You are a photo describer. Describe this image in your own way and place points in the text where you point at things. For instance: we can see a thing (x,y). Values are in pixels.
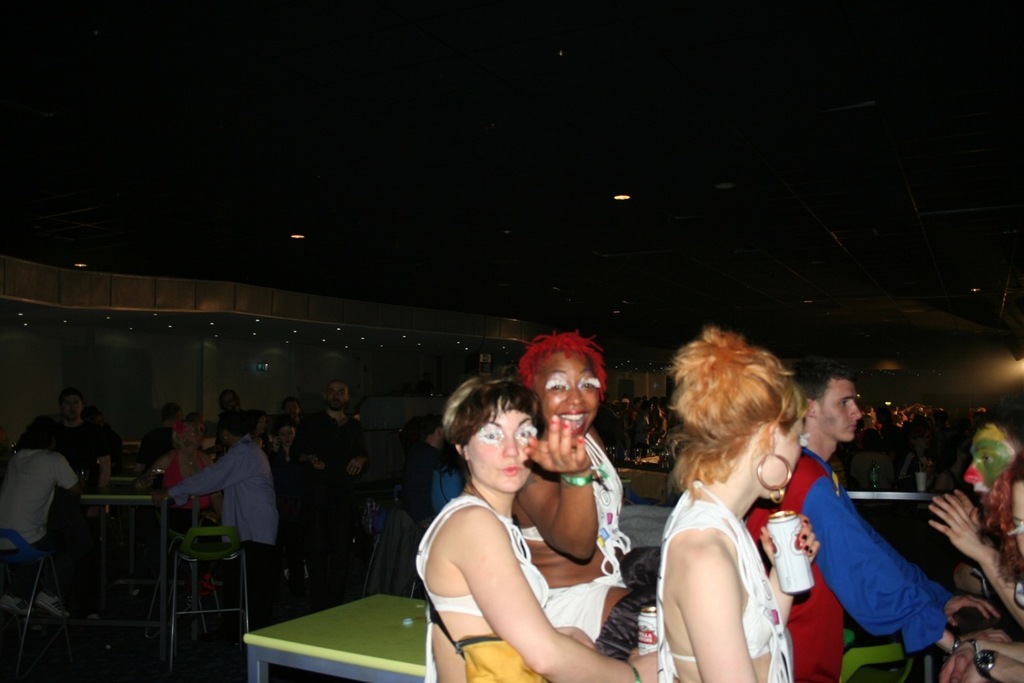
In this image I can see the group of people (507,509). some of them are sitting and some are standing. From them one person (749,455) is holding a tin (790,568). In front of them there is a table (364,610).
